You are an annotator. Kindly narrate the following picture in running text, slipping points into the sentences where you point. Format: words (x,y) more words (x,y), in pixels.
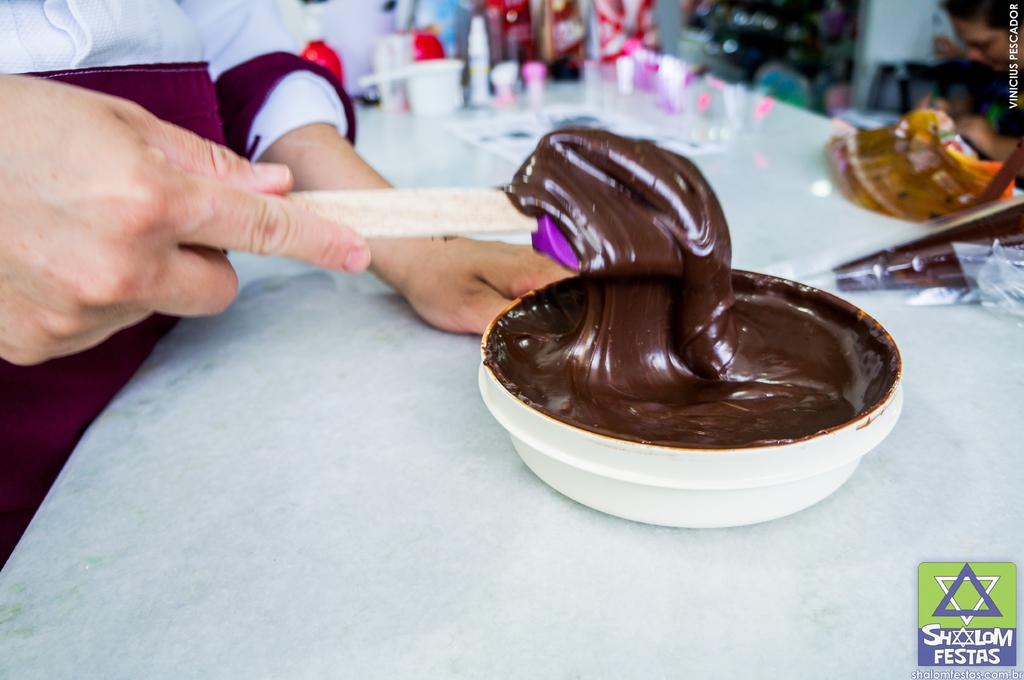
In this picture there is a table (195,414) at the bottom side of the image (455,509), on which there are wrappers (1000,161), bottles (504,1), and a bowl of chocolate paste (594,323) and there is a man (54,165) on the left side of the image (61,266), there are other people (999,69) at the top side of the image (991,36).
